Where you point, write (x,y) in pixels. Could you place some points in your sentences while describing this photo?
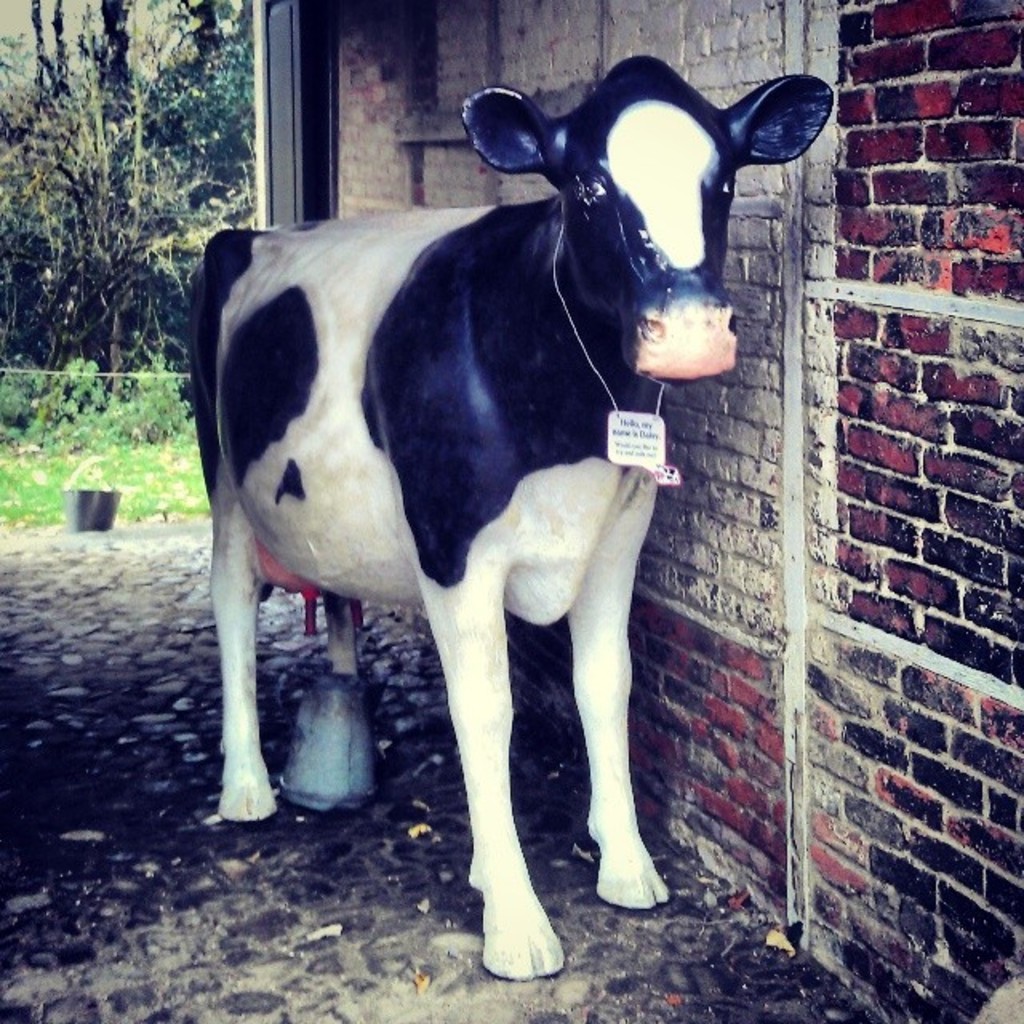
In this picture there is a statue (596,140) of a cow (606,144). At the back (762,488) there is a building (964,328) and there are trees (20,170) and there is a bucket (76,510). At the bottom (168,968) there is a stone floor (278,880).
